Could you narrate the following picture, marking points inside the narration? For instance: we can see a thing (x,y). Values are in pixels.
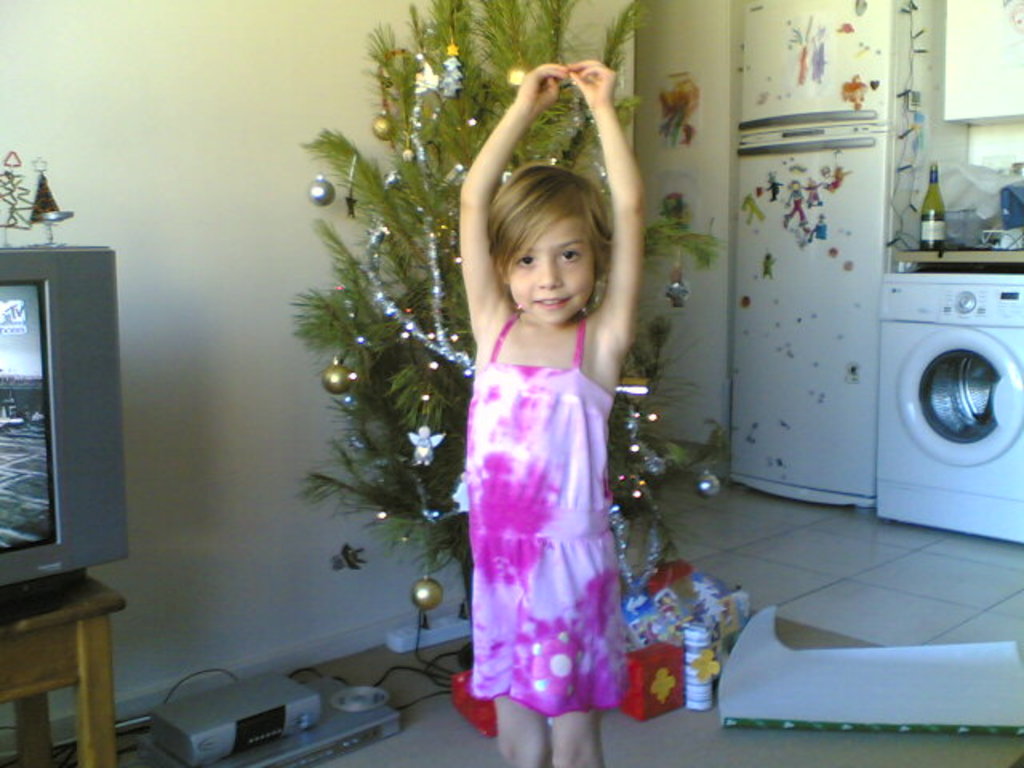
This image is clicked inside a room (750,533) In the middle (607,433) there is a girl (545,397) she wear pink dress (532,547). On the left (49,510) there is a table (60,628), television (79,467), DVD player (284,717). In the back ground (409,233) there is a Christmas tree (410,214), refrigerator (825,243), washing machine (935,361), bottle (937,225) and wall (209,127).
